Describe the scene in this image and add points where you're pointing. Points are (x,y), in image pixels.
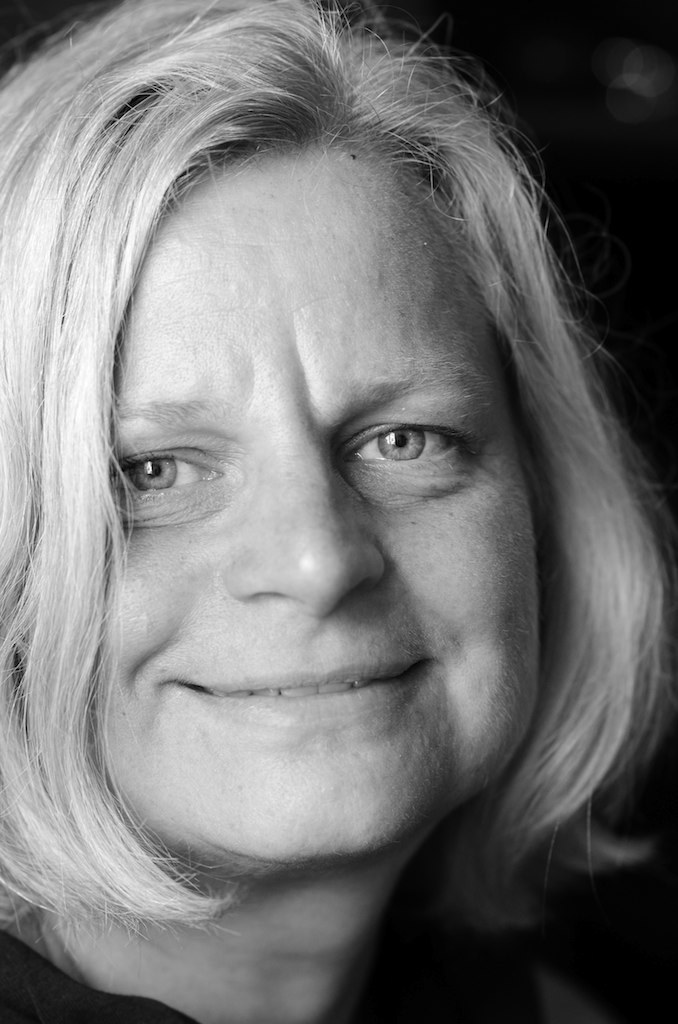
In this picture I can see the face (320,449) of a person (379,510).
